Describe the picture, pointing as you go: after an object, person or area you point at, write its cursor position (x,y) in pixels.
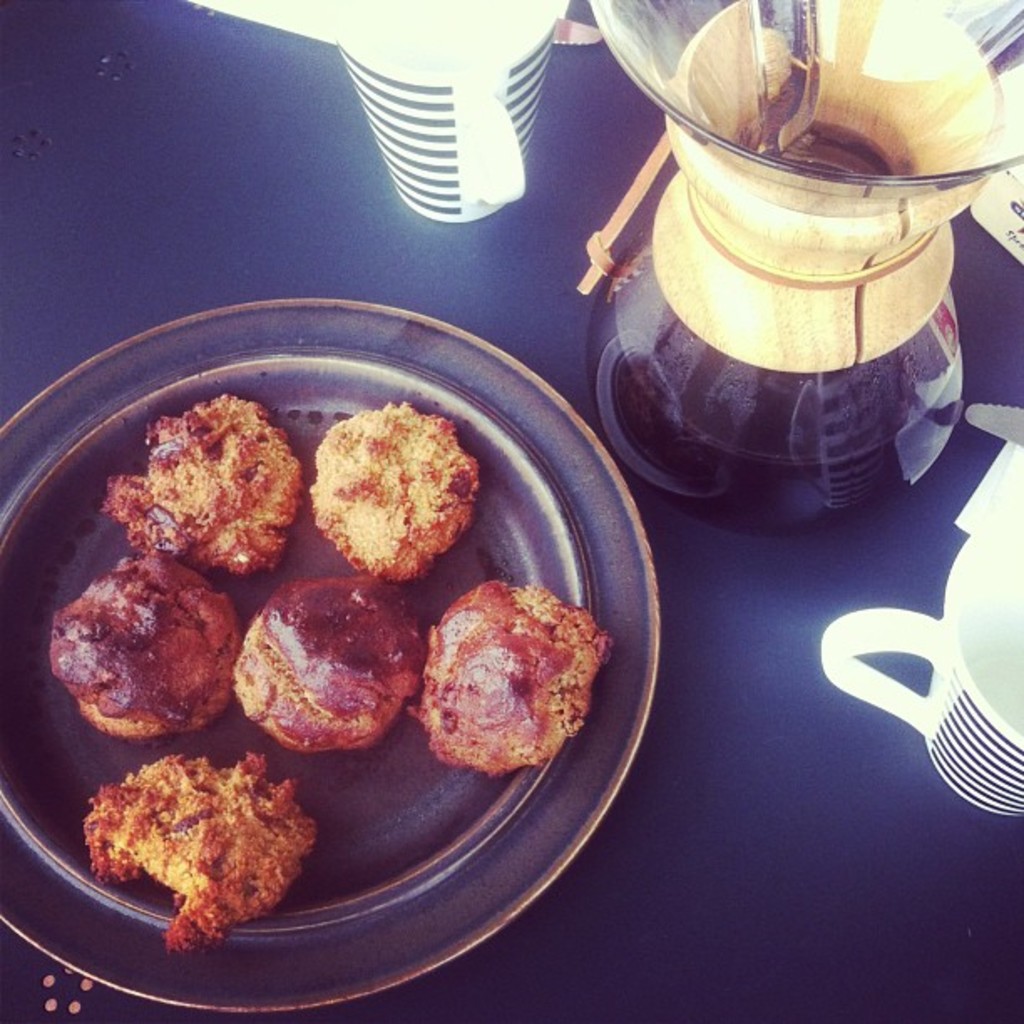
In this image I can see the plate (613,584) with food (141,844). To the side there is flask (720,322) and I can see two cups (921,631). These are on the blue color surface (714,809).
